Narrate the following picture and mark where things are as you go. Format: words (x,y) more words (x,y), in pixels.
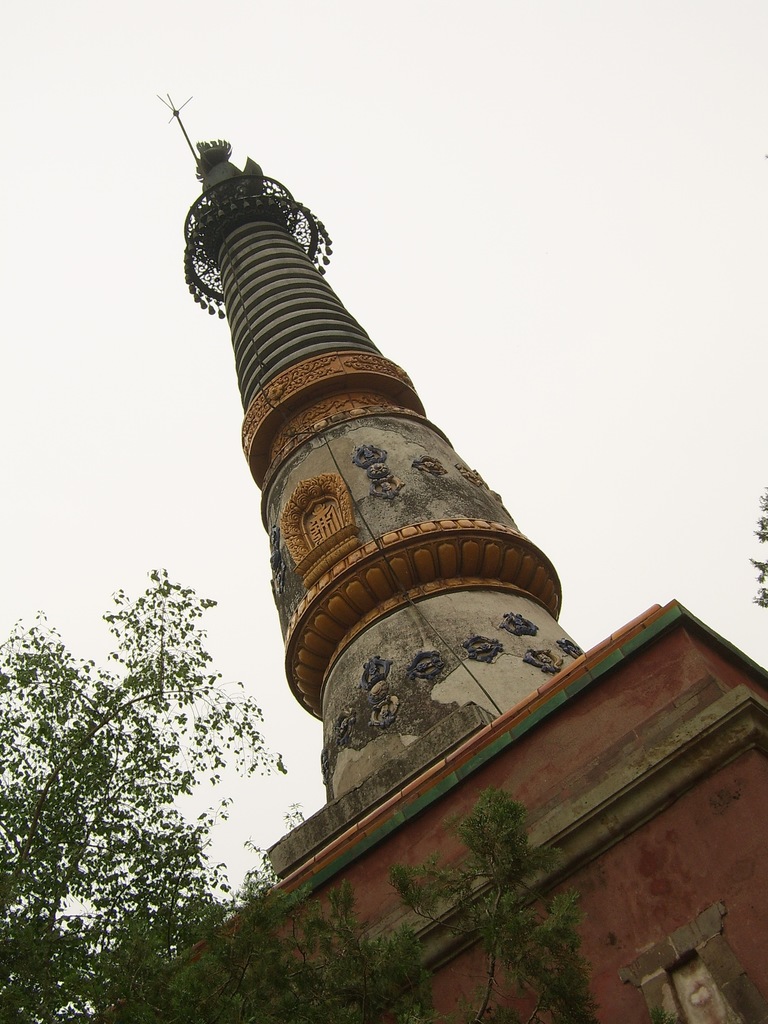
In this image I can see the building (377,660) which is brown, grey and cream color. To the left (93,791) I can see trees (177,864). In the background (364,235) I can see the sky (350,249).
